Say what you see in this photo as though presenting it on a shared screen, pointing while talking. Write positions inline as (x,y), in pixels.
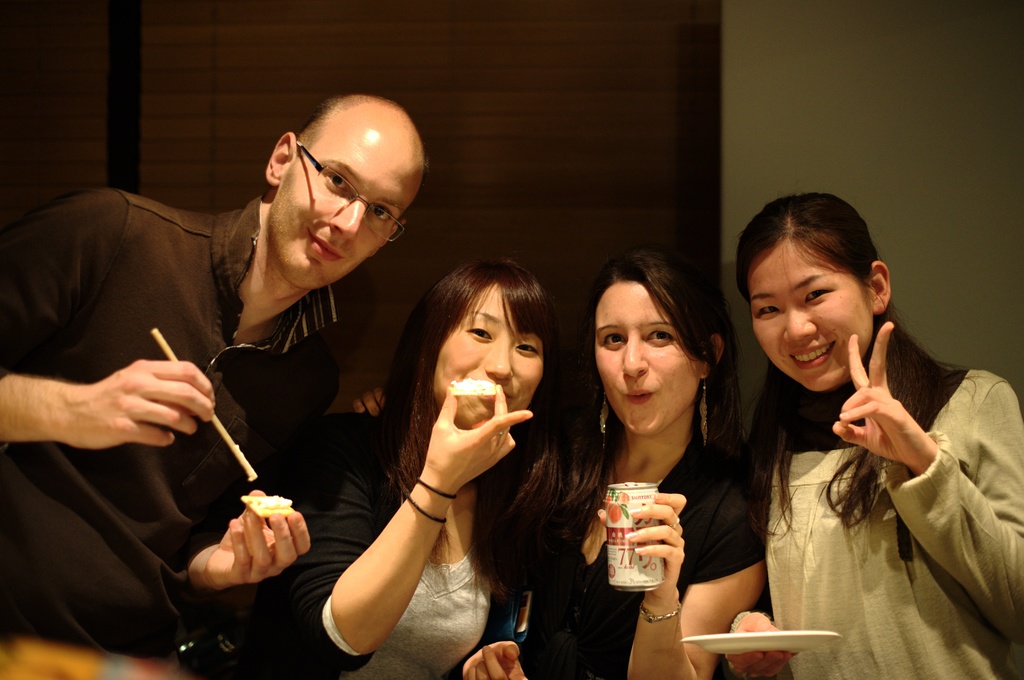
This image consists of four persons (290,154). There are three women (954,459) and one man (135,409). To the left (164,408), the man (100,451) is wearing black shirt (80,472). In the background (869,125), there is a wall (818,115). In the middle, the woman (604,581) wearing black shirt (587,582) is holding a tin (643,581). To the right (872,583), the women (871,576) wearing gray shirt (852,602) is holding a plate (721,638).
